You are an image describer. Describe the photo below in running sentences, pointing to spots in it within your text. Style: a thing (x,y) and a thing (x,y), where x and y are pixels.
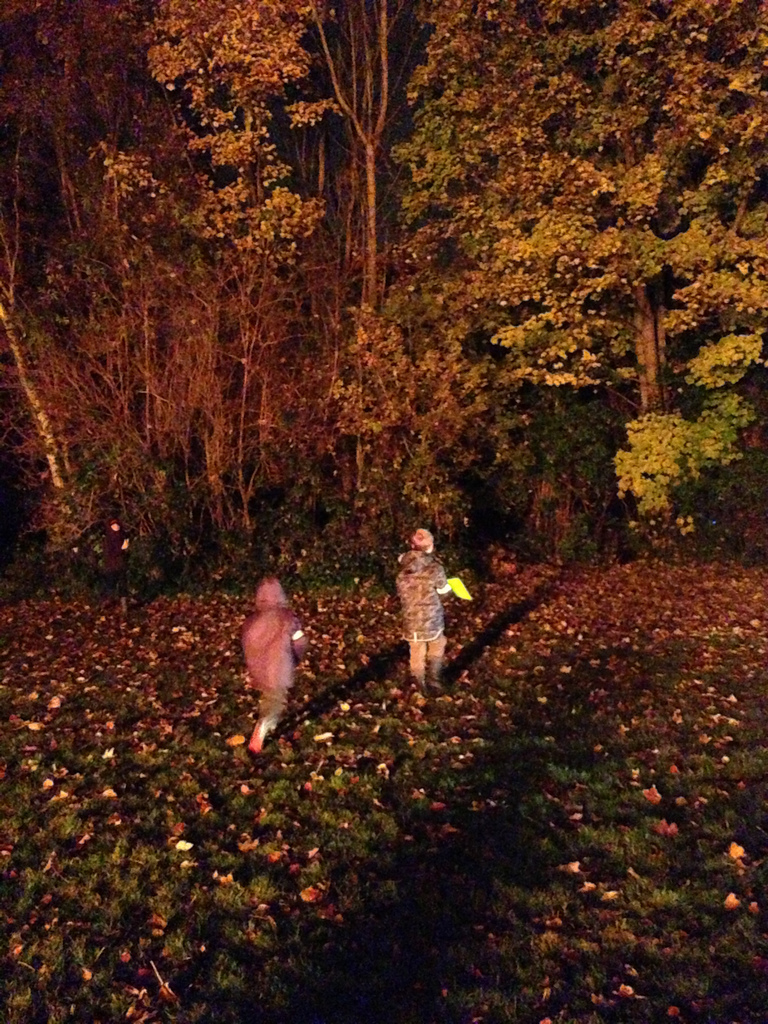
In this image we can see many trees (480,342). There are many dry leaves (653,621) in the image. There is a grassy land (470,939) in the image. There are three persons (255,657) in the image.
